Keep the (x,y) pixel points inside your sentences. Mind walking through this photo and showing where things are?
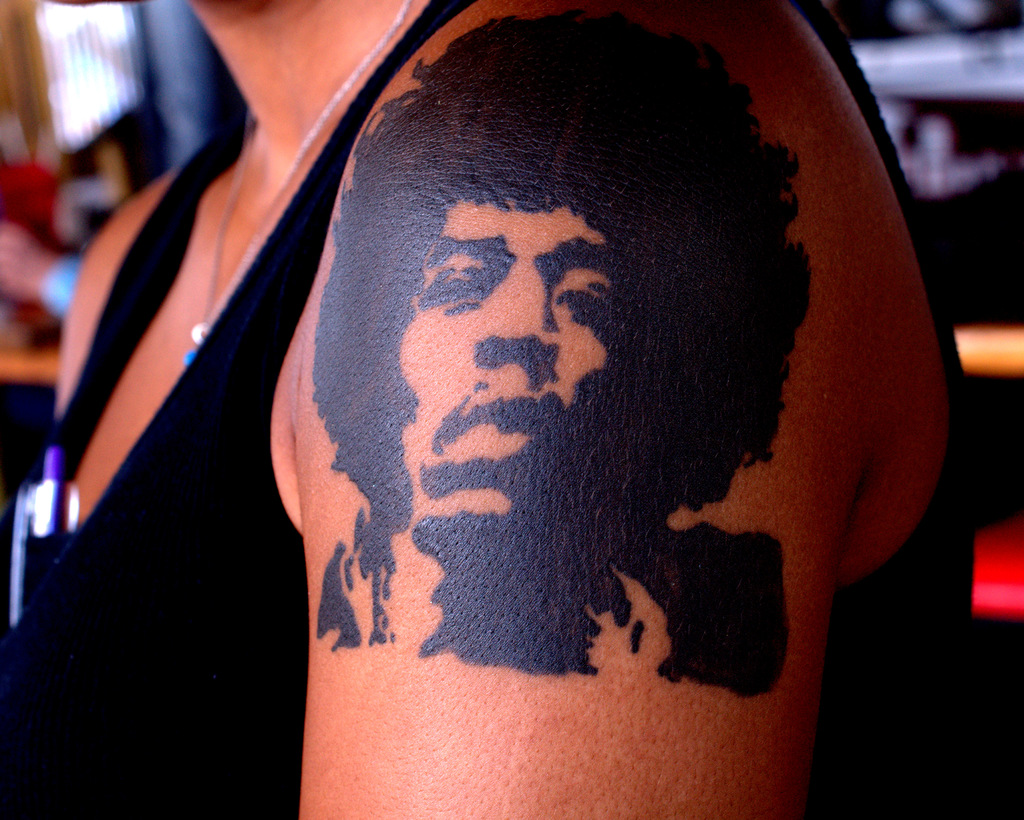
In this picture there is a person (287,424) wearing black dress (269,534) and there is a tattoo (621,326) on his arm (518,416).
